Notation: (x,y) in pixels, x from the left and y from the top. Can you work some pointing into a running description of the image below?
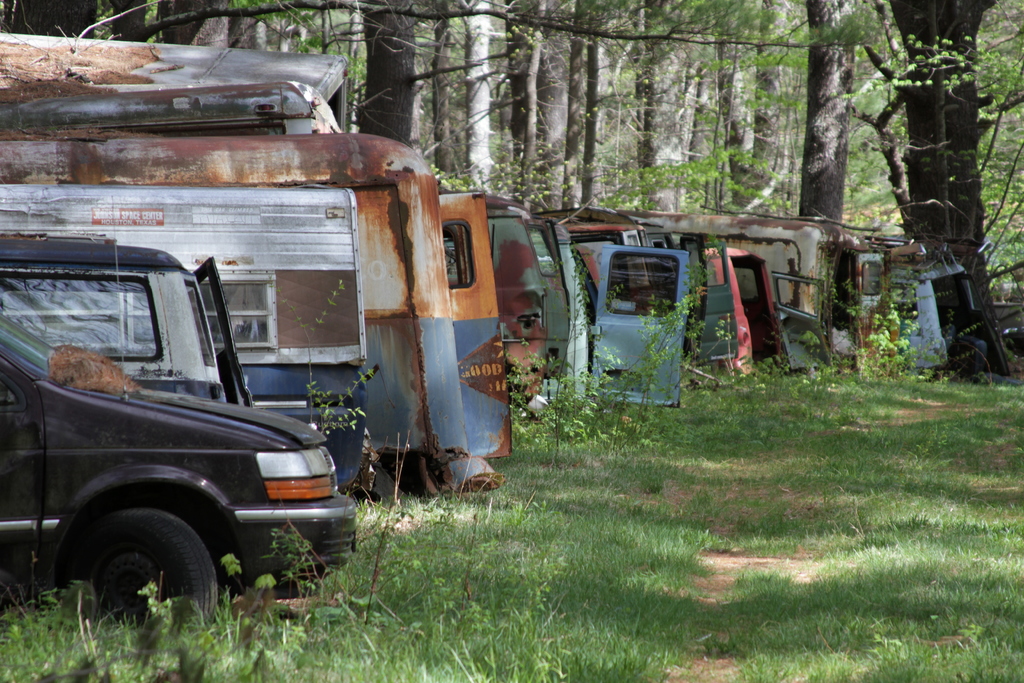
As we can see in the image there is grass (600,463), trees (936,16) and vehicles (528,343).
